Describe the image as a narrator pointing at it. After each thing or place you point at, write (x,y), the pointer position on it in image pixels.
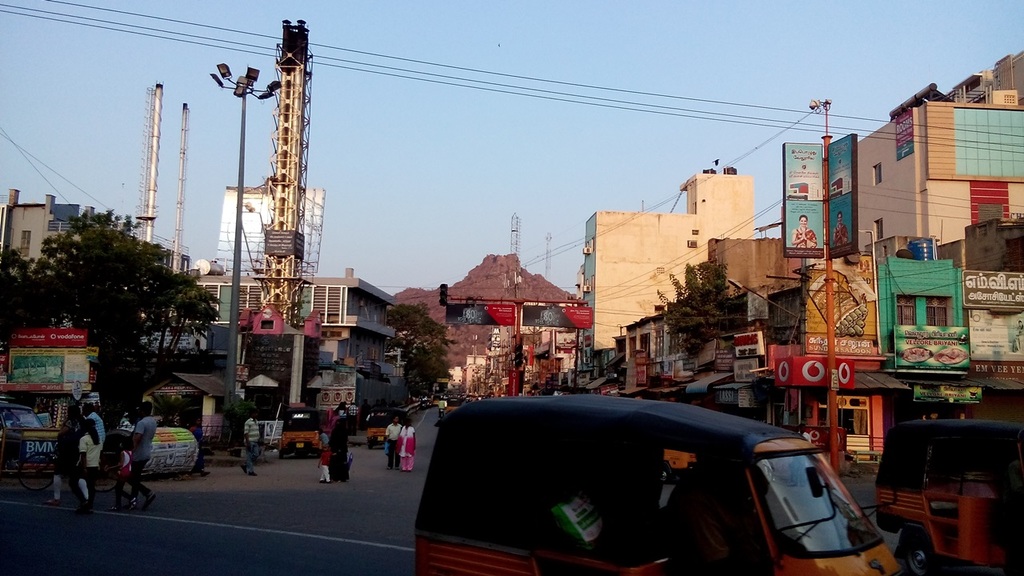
In this image on the right side (870,396) and left side (324,352) there are some houses (595,357), buildings (845,421), trees (56,317), boards (817,361) and some posters (989,345). And also i can see some towers (289,271), poles (256,74) and some wires (840,114). In the center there are some persons (333,443) walking and also there are some vehicles (631,464). At the bottom (192,544) there is road (147,551), at the top of the image (557,103) there is sky (406,187).
